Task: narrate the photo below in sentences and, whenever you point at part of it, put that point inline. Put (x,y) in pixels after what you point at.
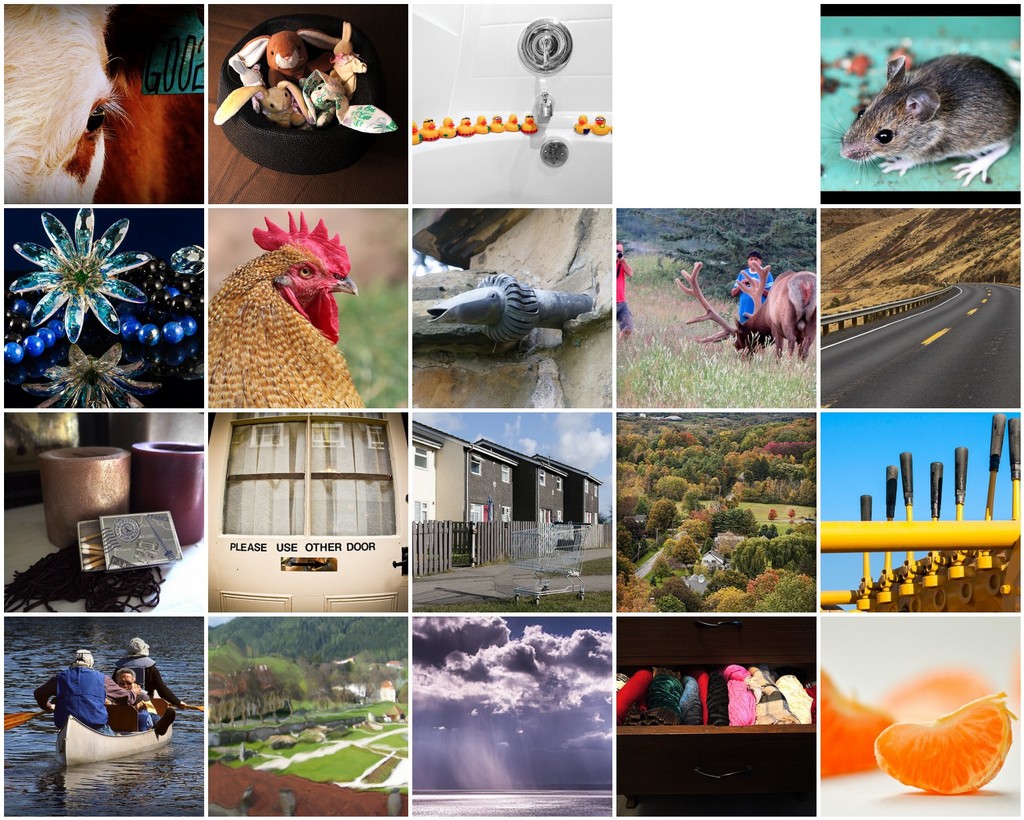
In this picture is a collage of nineteen images. I can observe animals (139,106) in four images. There is a bird (256,329) in one of the images. I can observe buildings (451,512) and road (930,304). There are some toys (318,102) and objects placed on the white color bathtub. I can observe a boat (79,742) floating on the water (69,660). I can observe a sky (456,679) and there are some clouds (502,662) in the sky (449,707). There is an orange (838,743) in the last image. I can observe some trees (620,608) in several images.
